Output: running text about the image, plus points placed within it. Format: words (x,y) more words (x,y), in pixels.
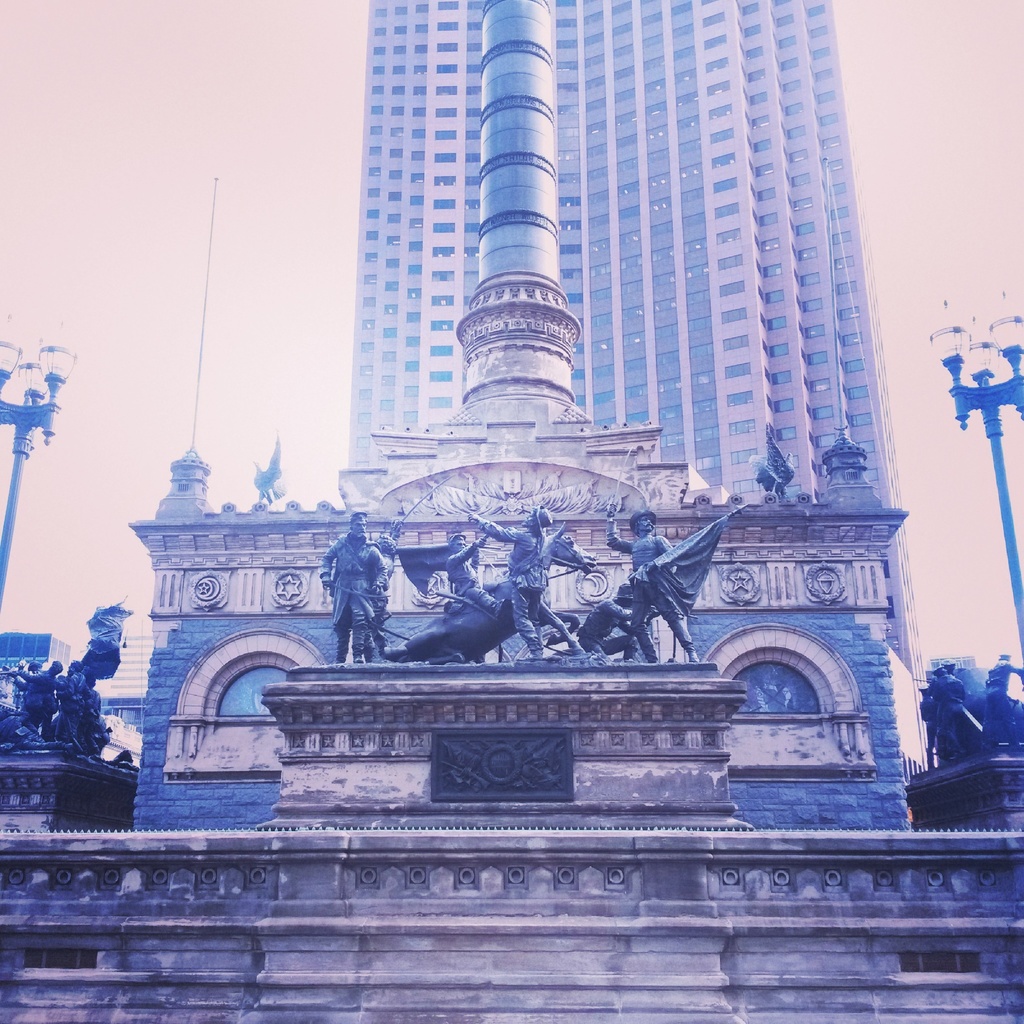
Here we can see sculptures (963,753), poles (16,406), lights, and buildings (689,336). In the background (256,274) there is sky (186,329).
